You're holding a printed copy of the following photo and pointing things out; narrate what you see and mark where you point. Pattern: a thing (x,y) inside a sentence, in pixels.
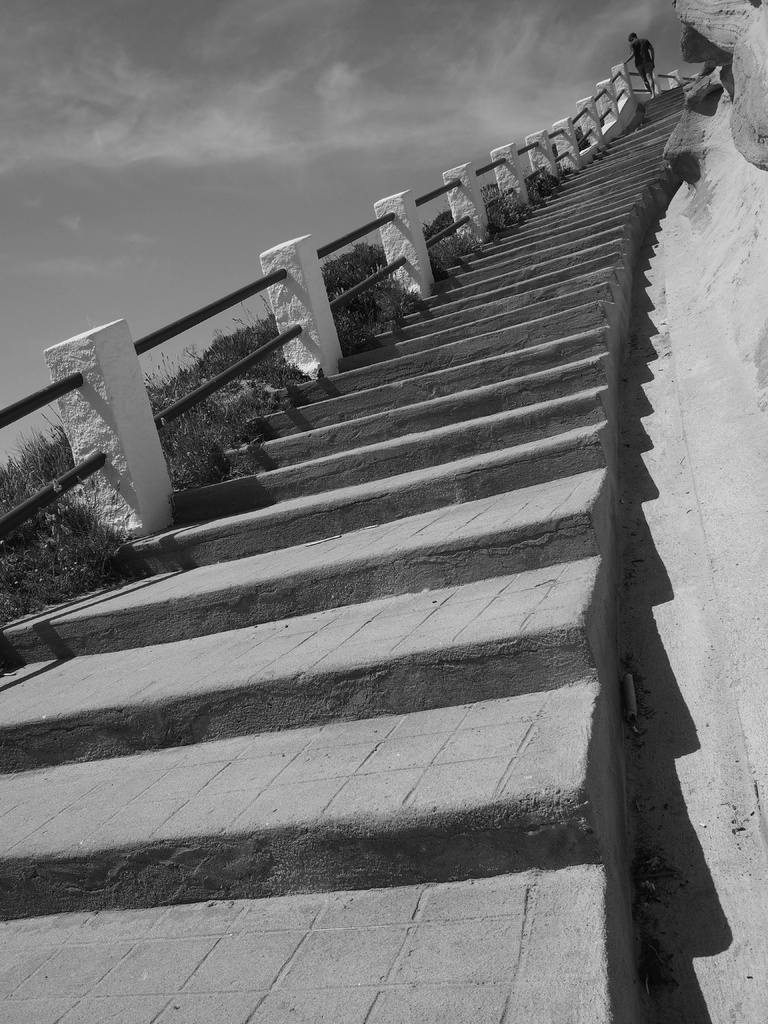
In this image we can see a person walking on the steps (651,147) and to the side of it we can see some plants (235,381). We can also see the sky (360,132).
